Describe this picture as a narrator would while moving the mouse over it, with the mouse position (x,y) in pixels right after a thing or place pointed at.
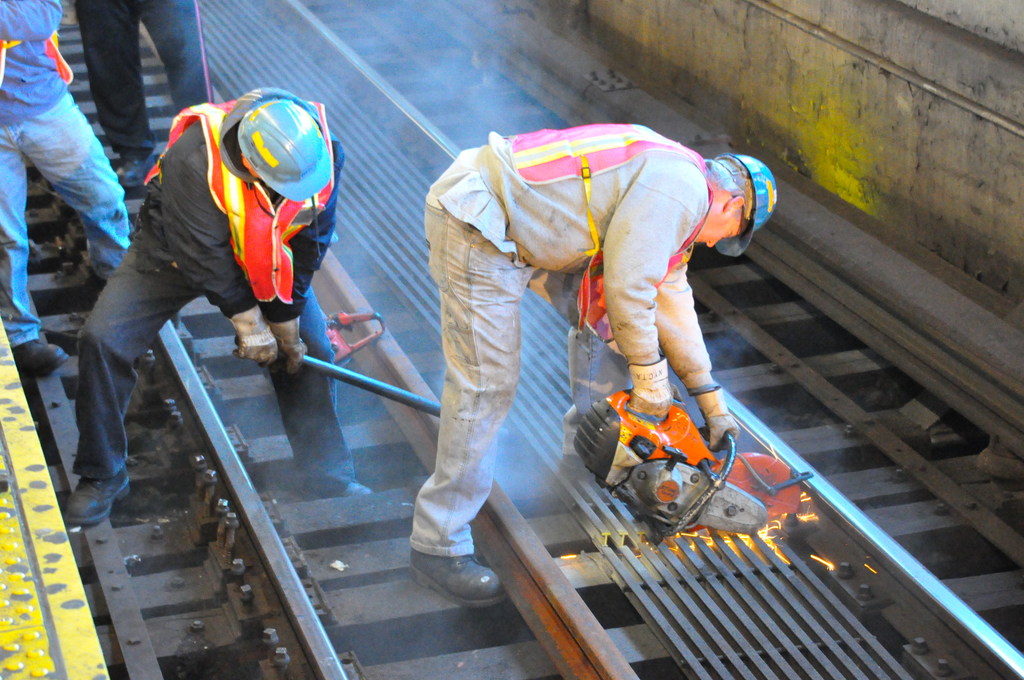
This image consists of four men (288,309). On the right (710,378), the man (703,381) is holding a cutting machine (664,491). And he is cutting the metal (605,490). In the middle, the man (283,368) is holding a rod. At the bottom (684,589), there are tracks (850,575). On the right (844,128), there is a wall (827,74).
